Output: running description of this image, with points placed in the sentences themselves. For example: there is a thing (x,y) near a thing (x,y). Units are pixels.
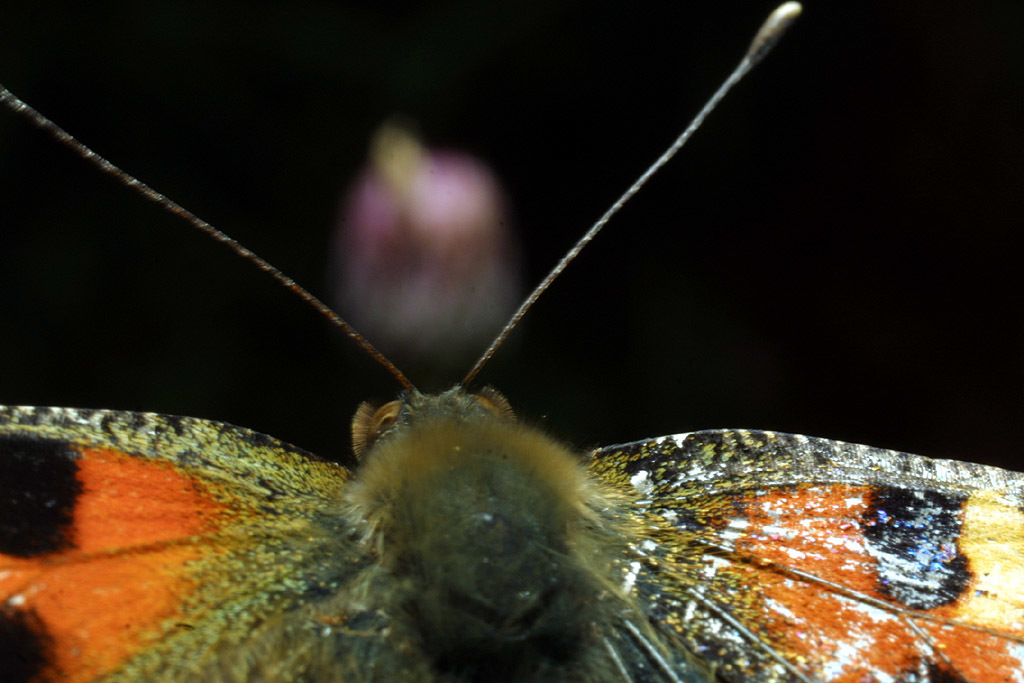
In this picture we can see an insect (574,492) and dark background (736,211).
